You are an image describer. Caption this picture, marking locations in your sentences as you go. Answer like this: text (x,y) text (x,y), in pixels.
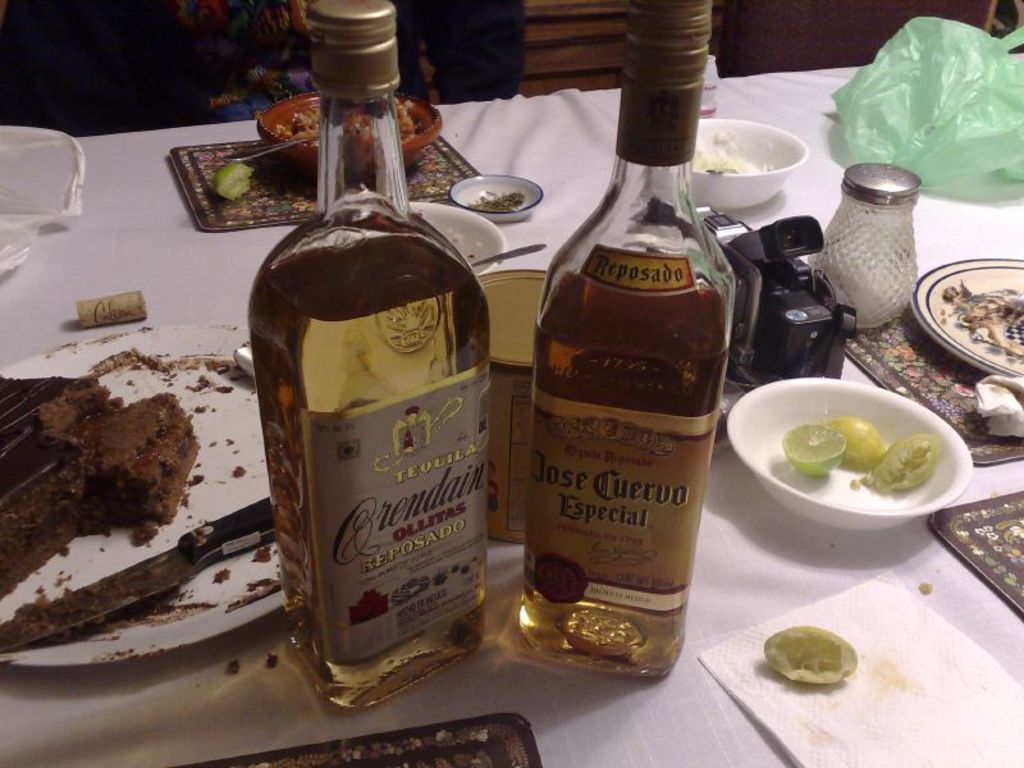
Here we can see a table (92,278) where two tequila bottles (291,376), a plate (182,606) full of cake (48,516) and a camera (749,377) and bowls (848,473) are kept on it.
